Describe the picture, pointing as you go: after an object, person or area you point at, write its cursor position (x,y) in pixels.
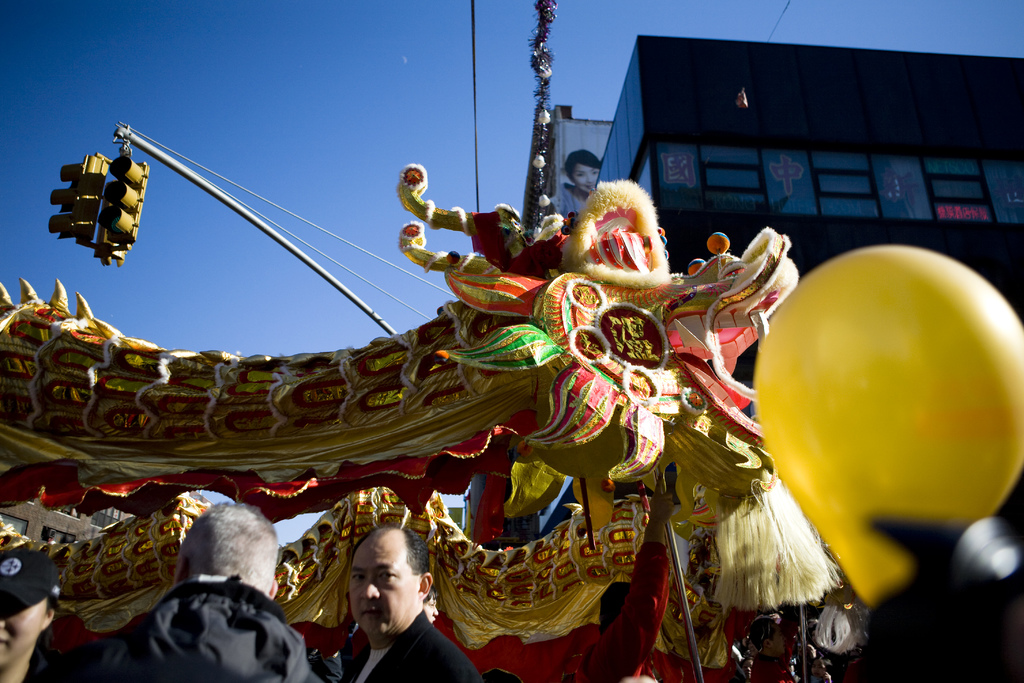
In this image there is a dragon (373,485) and there are people (242,627), in the background (106,209) there is a building (672,198) and a pole (136,141), to that pole (121,137) there are signal lights (114,198) and there is a blue sky (298,70).
